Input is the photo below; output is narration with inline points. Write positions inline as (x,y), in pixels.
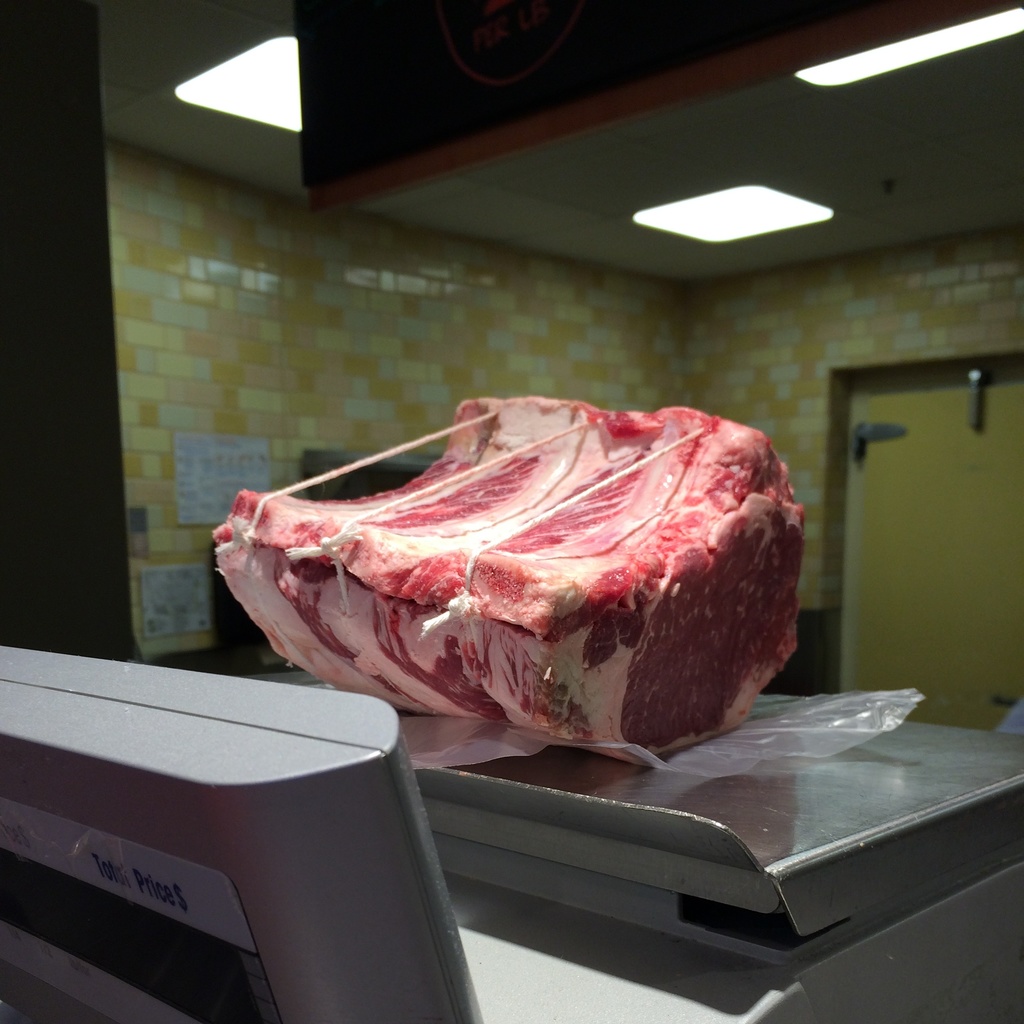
In the center of the image (530,496), we can see a meat (394,596) on the weighing machine (605,830) and in the background (221,239), there is a door (932,409) and a wall (265,312).
